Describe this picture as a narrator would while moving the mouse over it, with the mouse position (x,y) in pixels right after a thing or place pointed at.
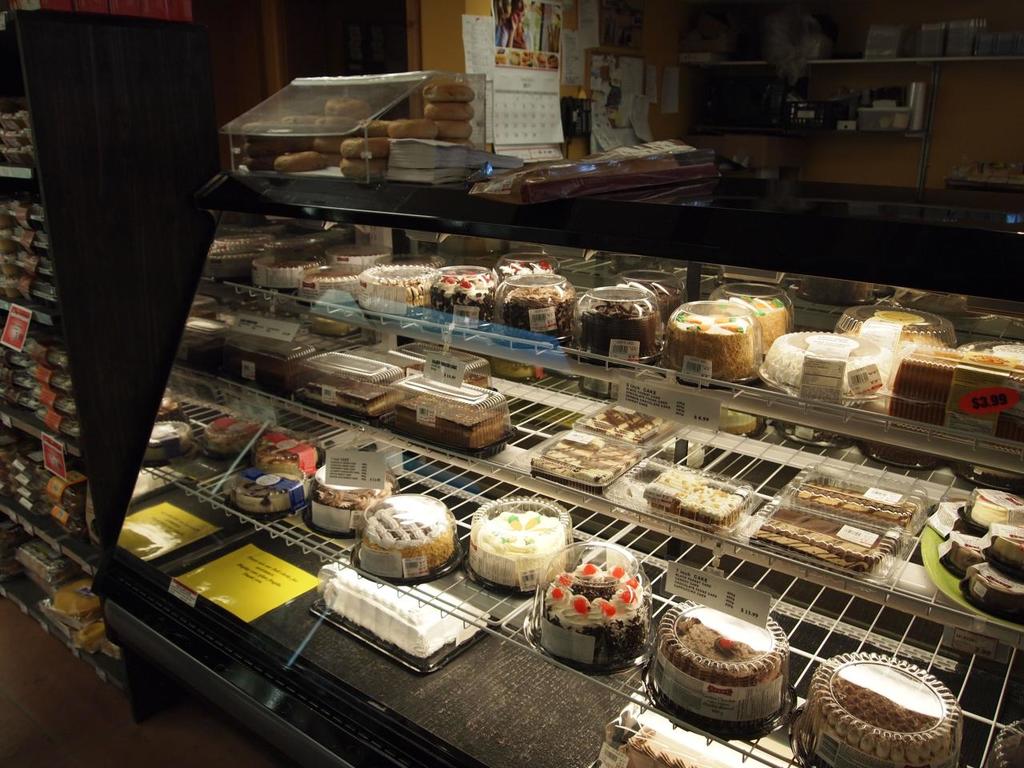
In this image there are cakes (861,734) with the price tags (184,599) and a few other items (492,190) on the counter (191,617). Beside the counter (206,286) there are a few food items (18,116) on the wooden rack (105,412). Behind the counter (578,265). There is a calendar (527,135) and there are papers (632,138) on the wall (667,122). There are a few objects (881,104) on the rack (773,128).
